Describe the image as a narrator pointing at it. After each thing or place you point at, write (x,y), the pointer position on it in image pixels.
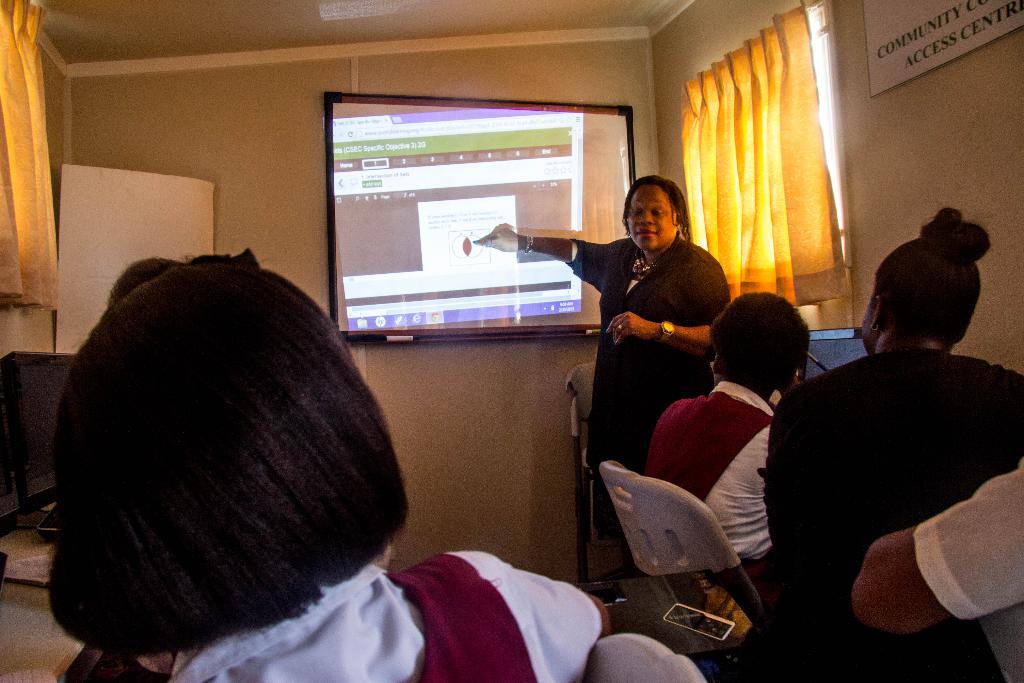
This picture is clicked inside the room (615,575). There are five people (118,626) sitting on chair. In front of them, woman (639,326) in black dress (659,304) is standing near the monitor screen (446,217) and she is explaining something which is displayed on the screen (541,280) and behind that, we see a white wall (217,139). On the left corner of the picture (41,197), we see yellow curtain (30,206).
